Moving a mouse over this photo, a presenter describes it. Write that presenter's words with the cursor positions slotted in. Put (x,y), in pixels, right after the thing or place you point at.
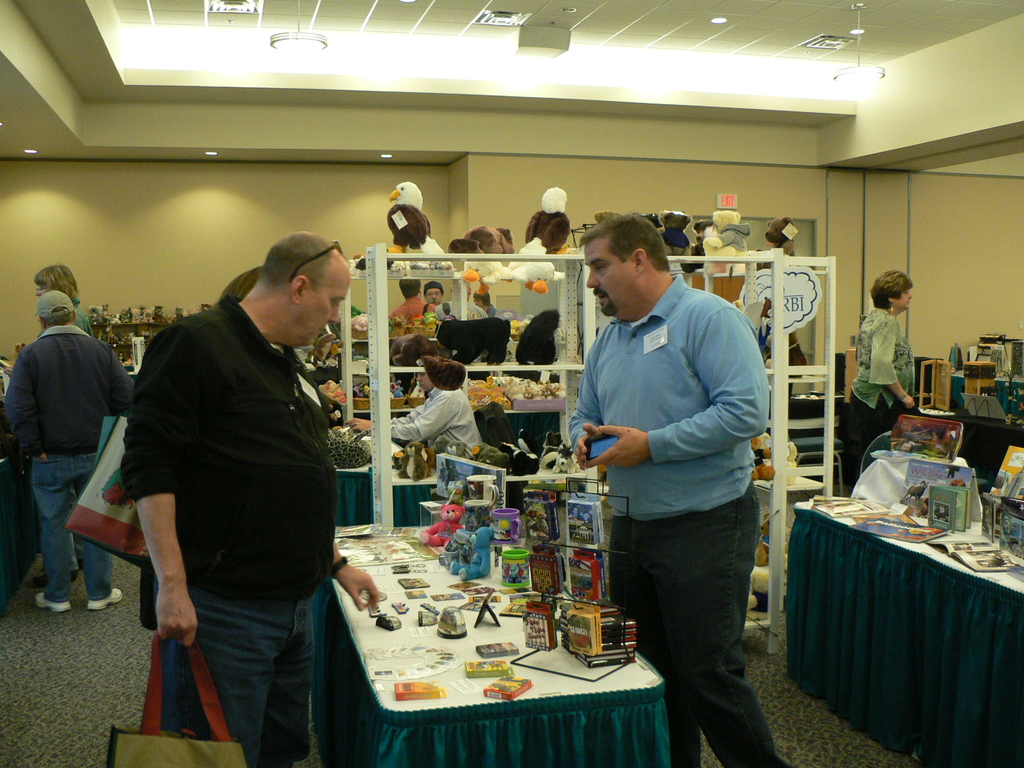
In this picture we can see the inside view of a building (970,253). Inside of the building (322,171), there are people (595,269), tables (398,502), toys (438,454), a board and some other objects (517,515). At the top of the image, there are ceiling lights (850,72).
